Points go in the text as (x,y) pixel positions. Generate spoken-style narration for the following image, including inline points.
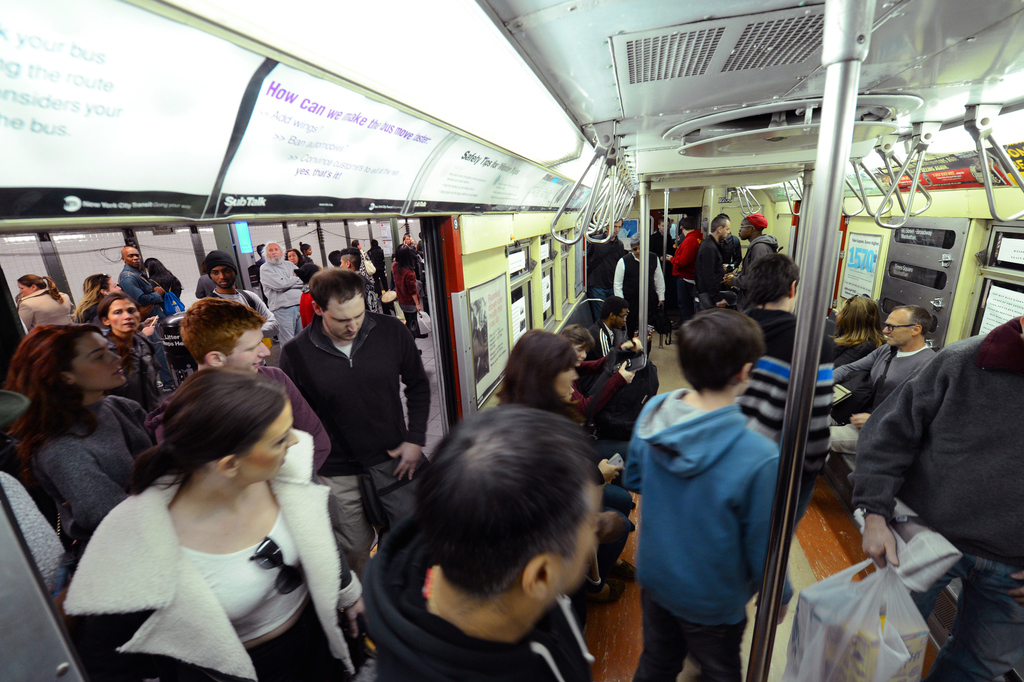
In this image there are people (663,512) standing in the train (815,282).
